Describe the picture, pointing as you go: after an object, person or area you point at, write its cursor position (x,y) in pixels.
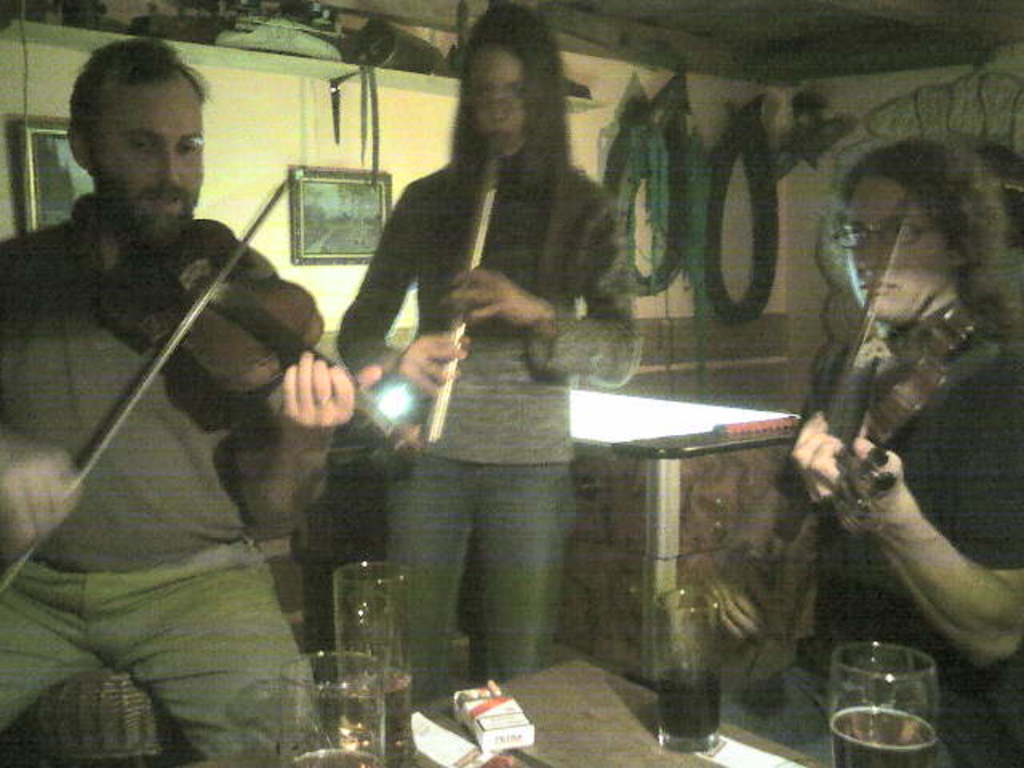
On the left side (176,382), there is a person (176,490) playing a violin (284,363). In front of him, there are cigarette boxes (511,735) and glasses (363,570) on a table (531,718). On the right side (947,613), there is another person (1013,377) playing a violin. In the middle of this image (494,314), there is a woman (564,148) playing a flute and standing. In the background (760,148), there are photo frames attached and tires (776,156) to the wall (446,160), there are some objects (173,2) placed on a shelf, there are a table (586,421) and other objects (800,132).
